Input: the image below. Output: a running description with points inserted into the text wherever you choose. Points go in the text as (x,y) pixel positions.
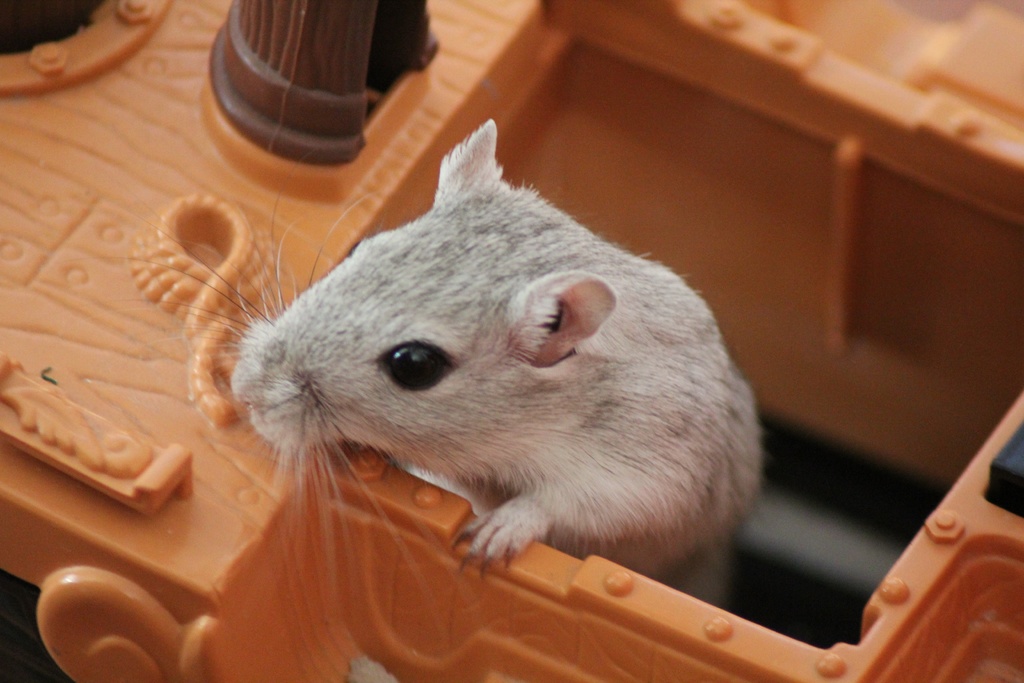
In this image I can see a white color rat (522,437) which is on a plastic object (271,526) and looking at the left side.
